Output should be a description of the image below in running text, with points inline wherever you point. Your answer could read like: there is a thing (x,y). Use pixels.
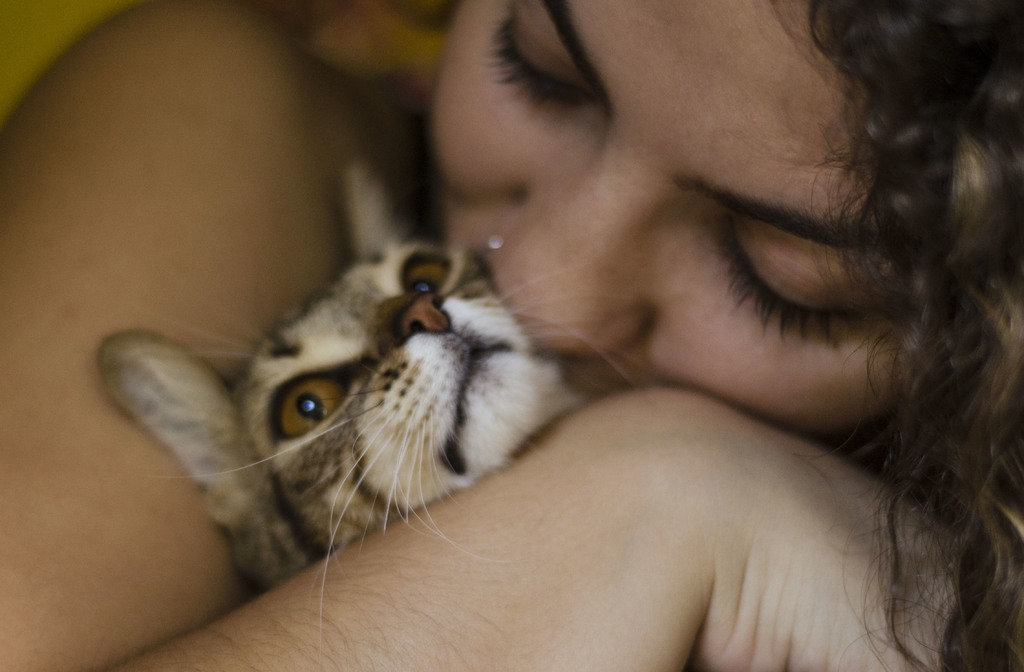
In this image, we can see a woman (524,291) kissing a kitten (324,476).
